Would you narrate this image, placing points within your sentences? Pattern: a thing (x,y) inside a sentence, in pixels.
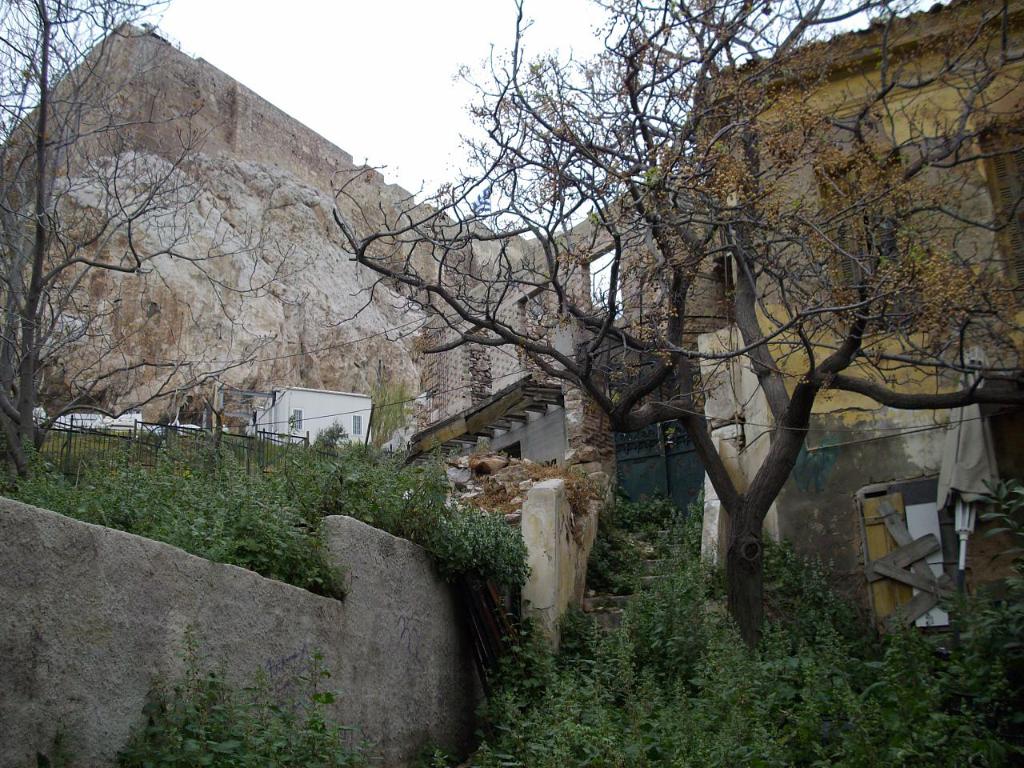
In this image, we can see few houses (579,454), trees (524,351), railing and plants (311,484). Background (266,250) we can see a wall (322,184), rocks (237,304) and sky (409,71).
